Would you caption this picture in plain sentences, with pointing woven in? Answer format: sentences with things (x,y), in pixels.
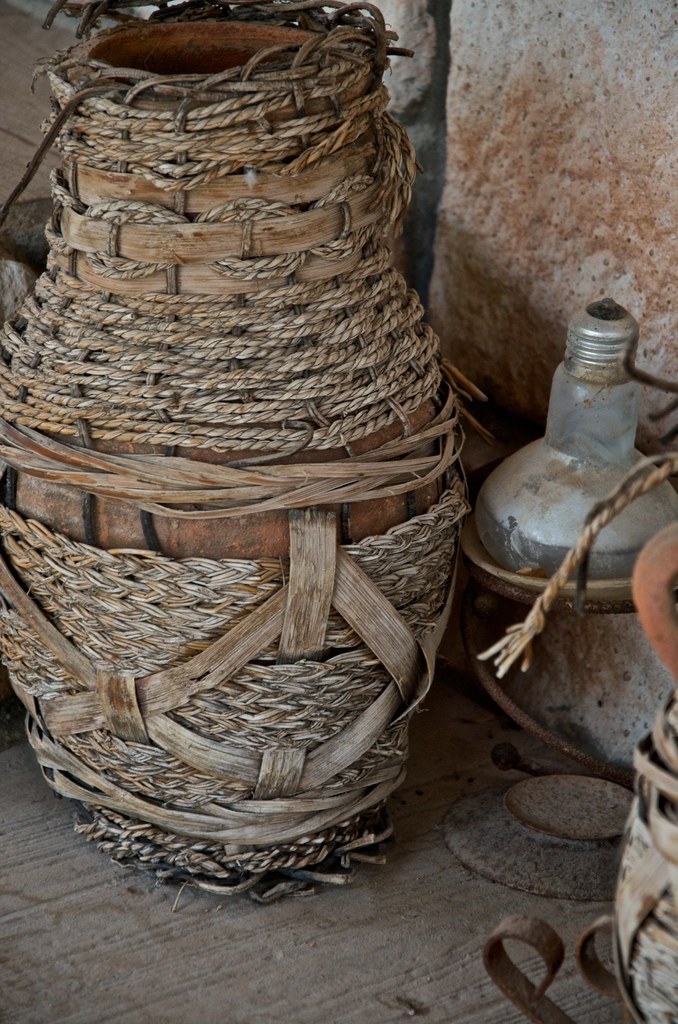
In this image we can see pot (405,367) wrapped with thread (338,753), there is a bulb (557,473), plate (534,586), and some other objects (662,955) on a surface (481,712).
